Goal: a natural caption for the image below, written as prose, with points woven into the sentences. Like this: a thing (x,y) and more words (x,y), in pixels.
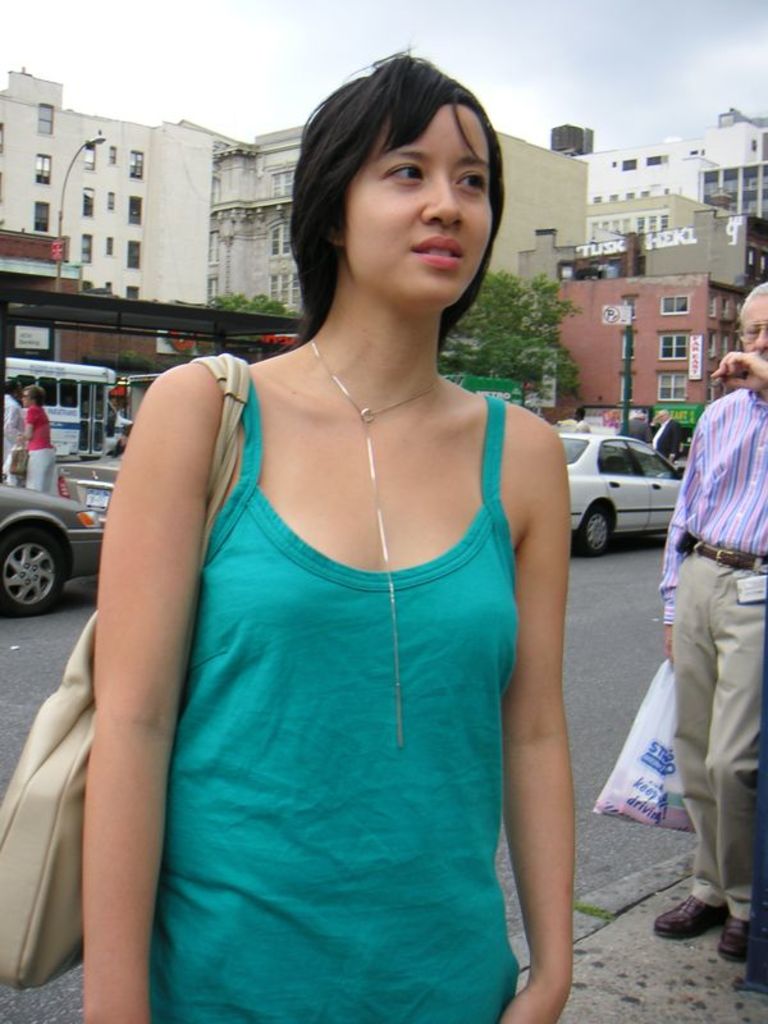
This is the woman (335,643) standing. I can see a handbag (61,740). On the right side of the image (720,409), Here is the man (707,629) holding a bag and standing. These are the cars (586,492) on the road (630,583). I can see the buildings (626,181) with the windows (290,296). These are the trees (515,334). This looks like a signboard (620,319), which is attached to the pole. I can see few people (29,421) standing.
